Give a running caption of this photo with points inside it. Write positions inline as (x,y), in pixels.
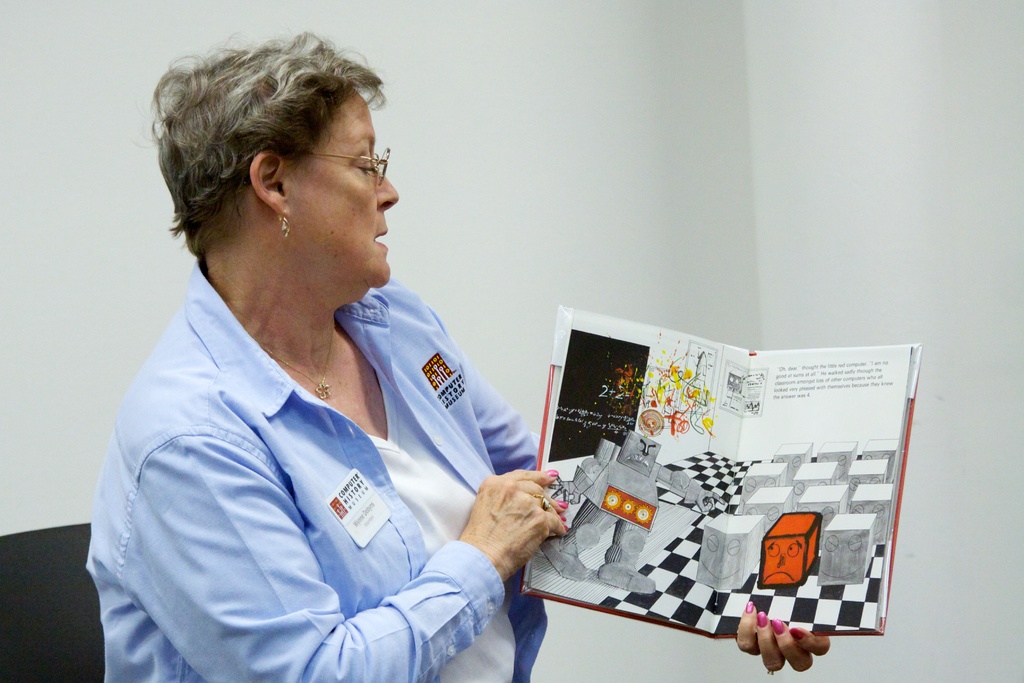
In this image there is one woman (379,334) who is holding a book (745,468), and in the book (668,439) there is text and some images (735,520) and in the background (712,296) there is wall (434,146).
